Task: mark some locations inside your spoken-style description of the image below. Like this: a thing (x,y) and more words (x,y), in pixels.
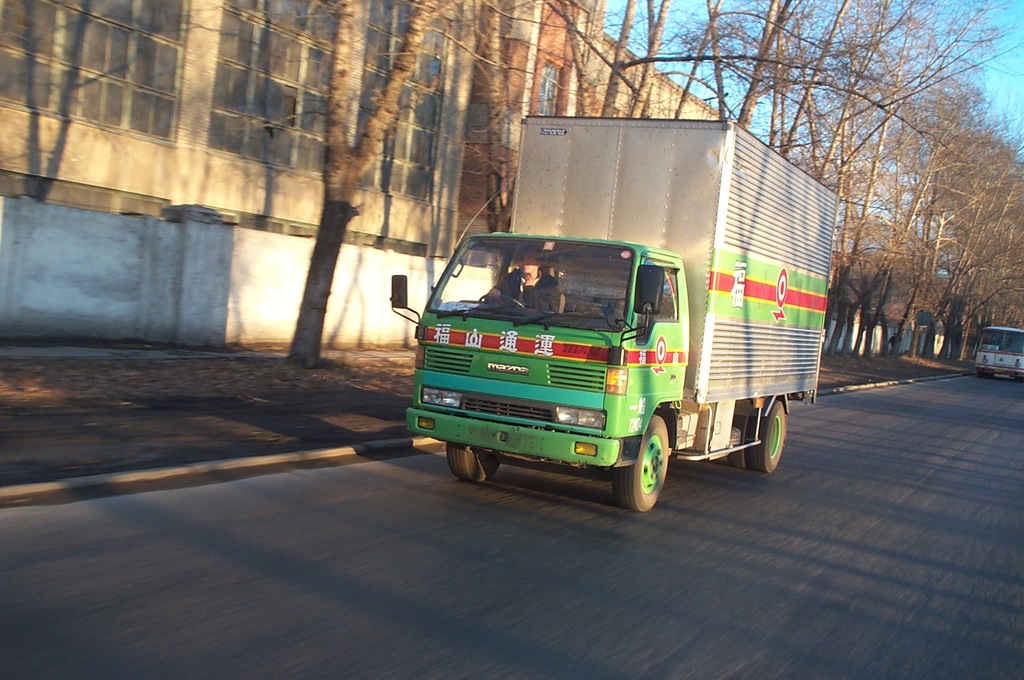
In the picture we can see a truck (666,465) on the road (688,489) and beside it, we can see the trees (863,290), building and a part of the sky (644,44).
